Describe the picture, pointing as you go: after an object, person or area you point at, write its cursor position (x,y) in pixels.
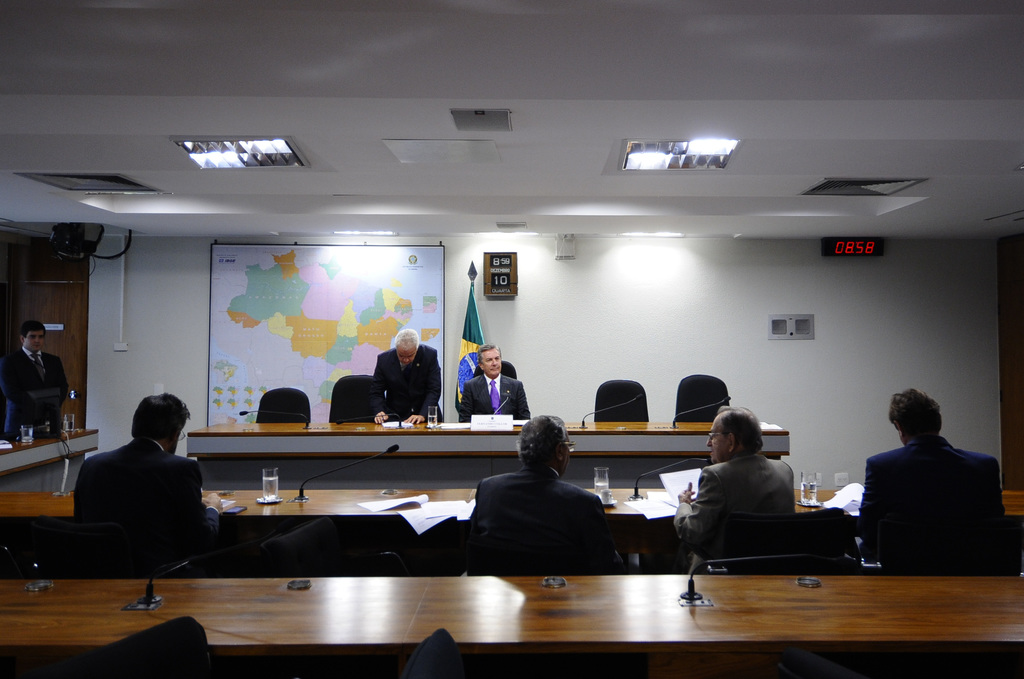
This image is clicked in a meeting room (627,587). There are many people (178,421) in this room (69,276). In the background (124,321), there is a wall (139,319) on which a map (340,277), wall clock (495,283) and a speaker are fixed. At the top (519,95) there is a roof (517,177) along with the lights (630,151). The man (402,403) standing in the front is wearing black suit (415,391).
